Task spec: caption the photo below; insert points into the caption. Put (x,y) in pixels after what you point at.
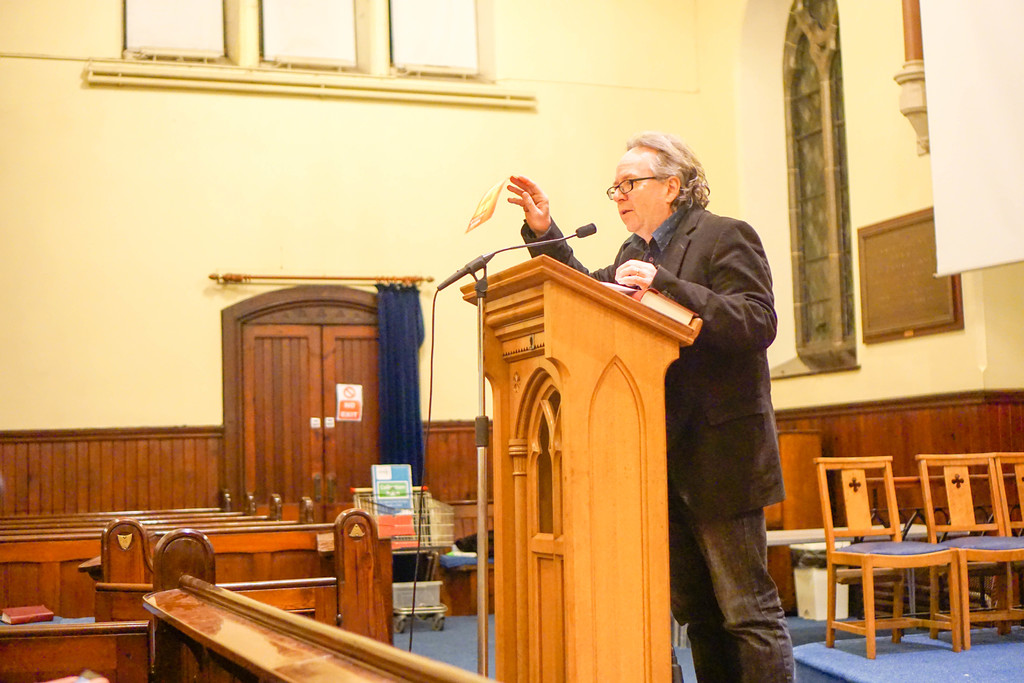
In this image I can see a man (714,355) standing in front of a podium (534,347) and there is a mike (591,231) in front of him and he is wearing a black color suit (761,317), back side of him there are some chairs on the floor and in front of him there is a door (273,408) visible on the middle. And there are some benches (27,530) kept on the left side (26,549). And there is a wall (54,511) visible, and there is a curtain (389,326) with blue color attached to the door (344,326) on the middle (399,373).
